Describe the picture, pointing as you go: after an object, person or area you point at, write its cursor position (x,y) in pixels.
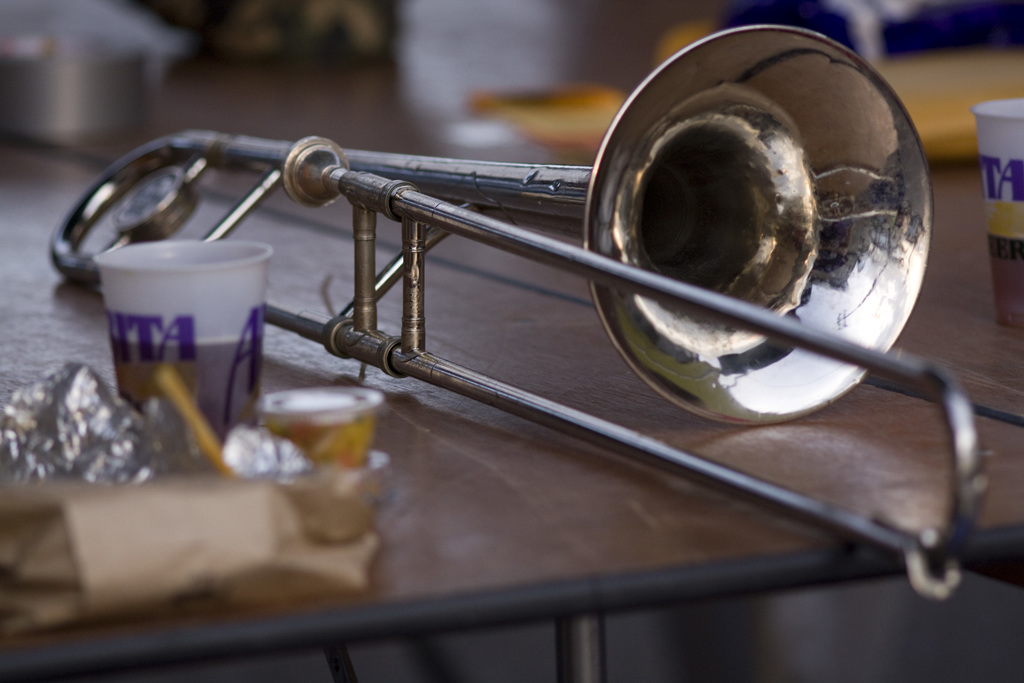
In this image there is a musical instrument (406,267), few glasses (188,287) and other objects (110,483) are placed on the table (368,580). The background (928,19) is blurry.
